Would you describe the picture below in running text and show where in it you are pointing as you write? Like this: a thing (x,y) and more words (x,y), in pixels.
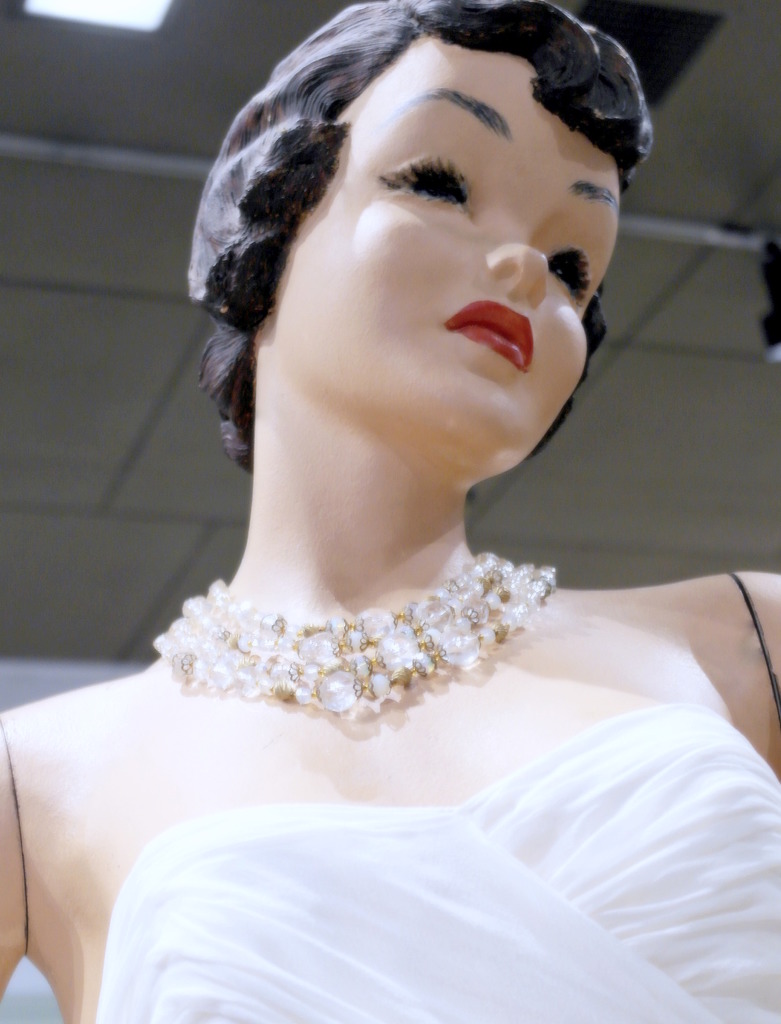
In this image we can see the white color dress (537,840) and jewelry (493,618) on the mannequin (116,804) and roof (79,398) in the background (638,353).
